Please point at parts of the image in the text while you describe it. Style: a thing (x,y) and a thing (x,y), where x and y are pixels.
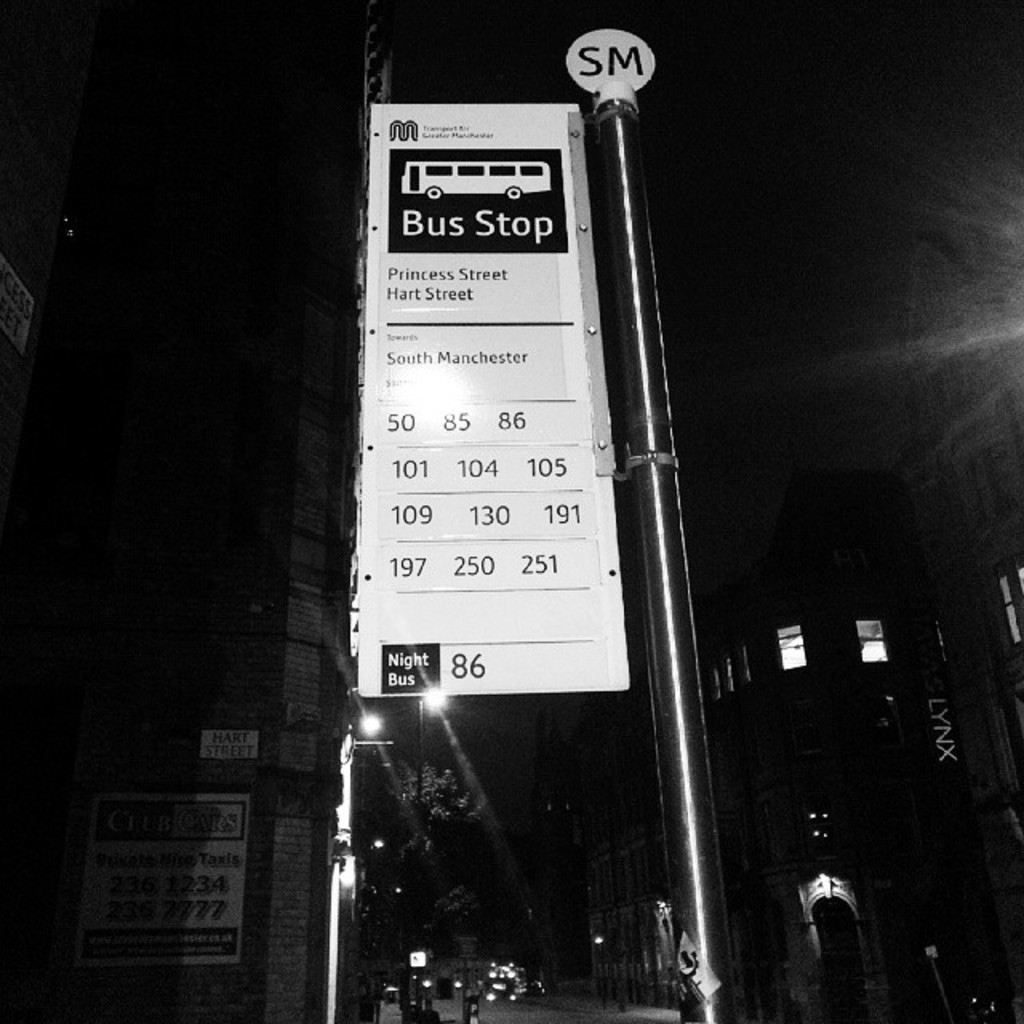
To this pole (649,345) there are boards (457,438). Background (436,883) there are buildings (738,714), trees (435,817), lights (433,696) and windows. Boards (231,846) are on the wall (196,328).
